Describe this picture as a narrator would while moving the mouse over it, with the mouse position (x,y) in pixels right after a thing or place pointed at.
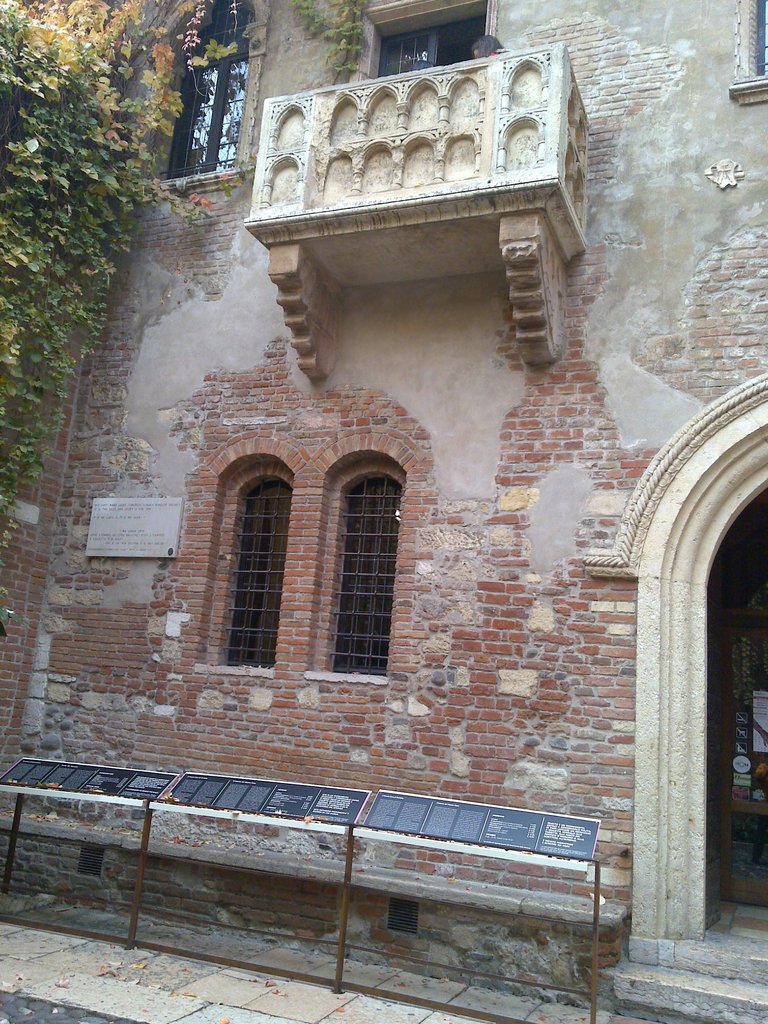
In this picture I can see a building (385,337), plants (72,81) on the left side (37,68) and few boards (107,516) with some text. I can see windows (381,54) and looks like a human (491,54) at the top of the picture (477,42).
